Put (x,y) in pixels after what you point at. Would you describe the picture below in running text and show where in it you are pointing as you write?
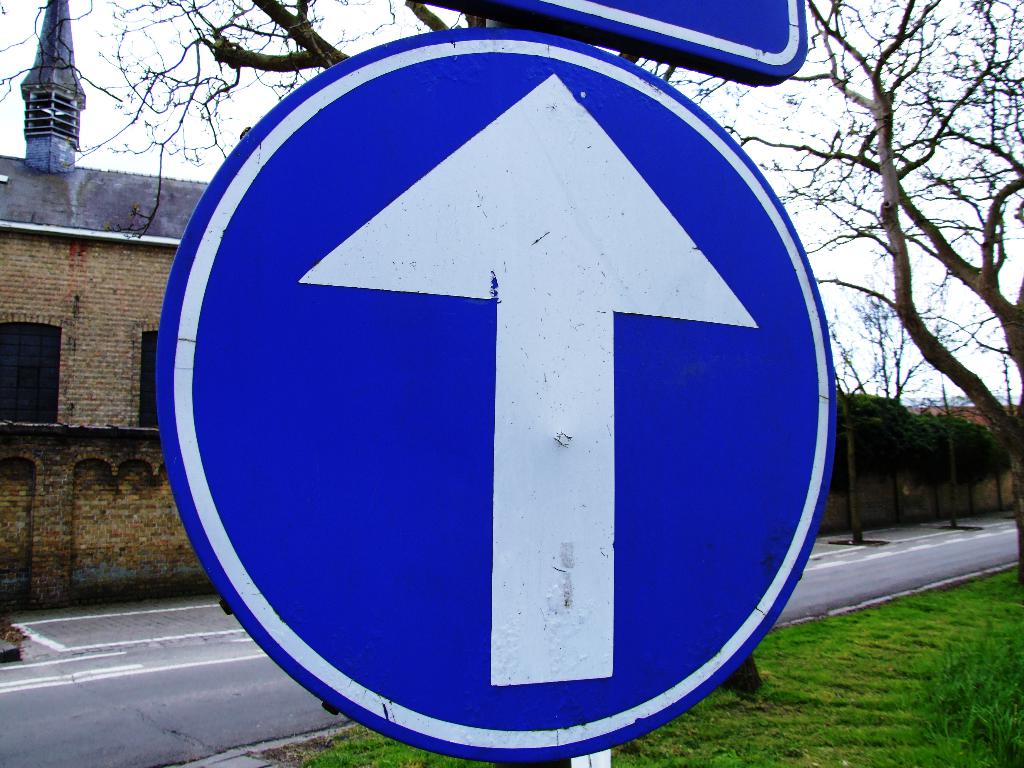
In this picture there is a sign (587,211) on the board (518,493) and there are boards (713,515) on the pole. At the back (6,265) there is a building (64,296) and there are trees (995,67). At the top (1012,56) there is sky (917,54). At the bottom (954,594) there is a road (955,552) and there is grass (941,630).
